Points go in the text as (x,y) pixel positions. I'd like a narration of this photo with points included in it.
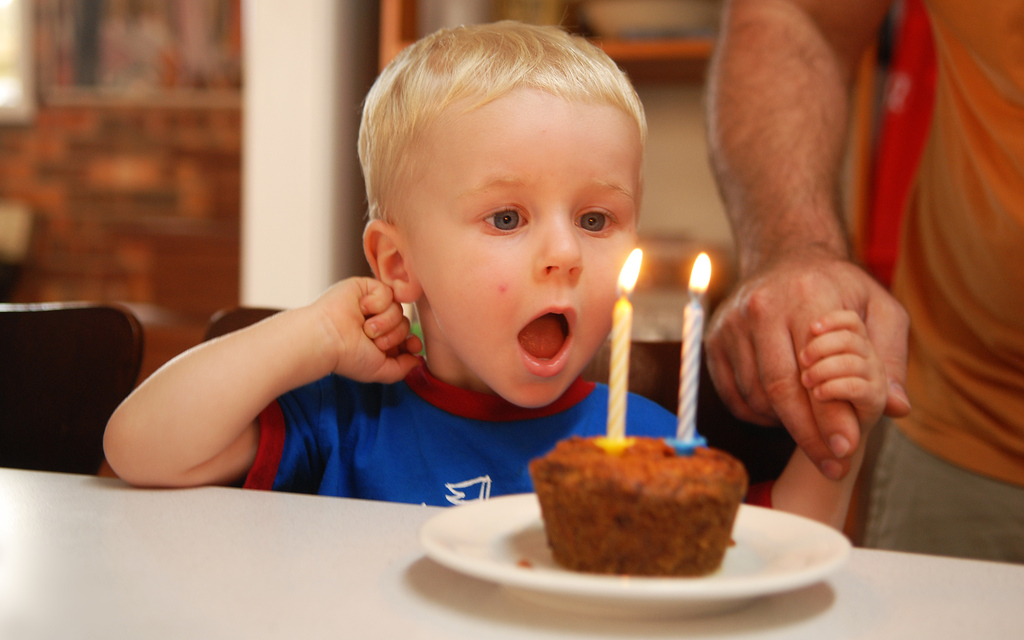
In this image we can see a child (453,277) and a person (770,282) standing and a table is placed in front of them. On the table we can see a serving plate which consists of cake (615,509) and candles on it.
